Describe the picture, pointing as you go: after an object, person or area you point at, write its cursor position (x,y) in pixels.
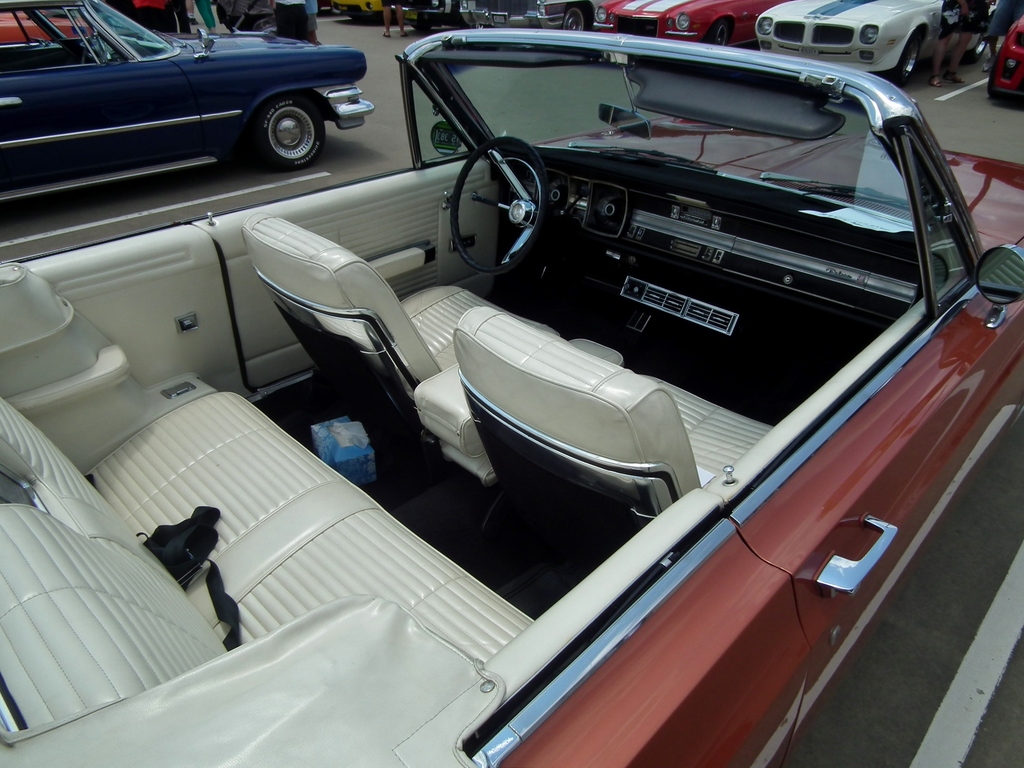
In this image we can see so many cars (339,205) on the land (402,123). At the top of the image (388,22), we can see the people (312,22).
